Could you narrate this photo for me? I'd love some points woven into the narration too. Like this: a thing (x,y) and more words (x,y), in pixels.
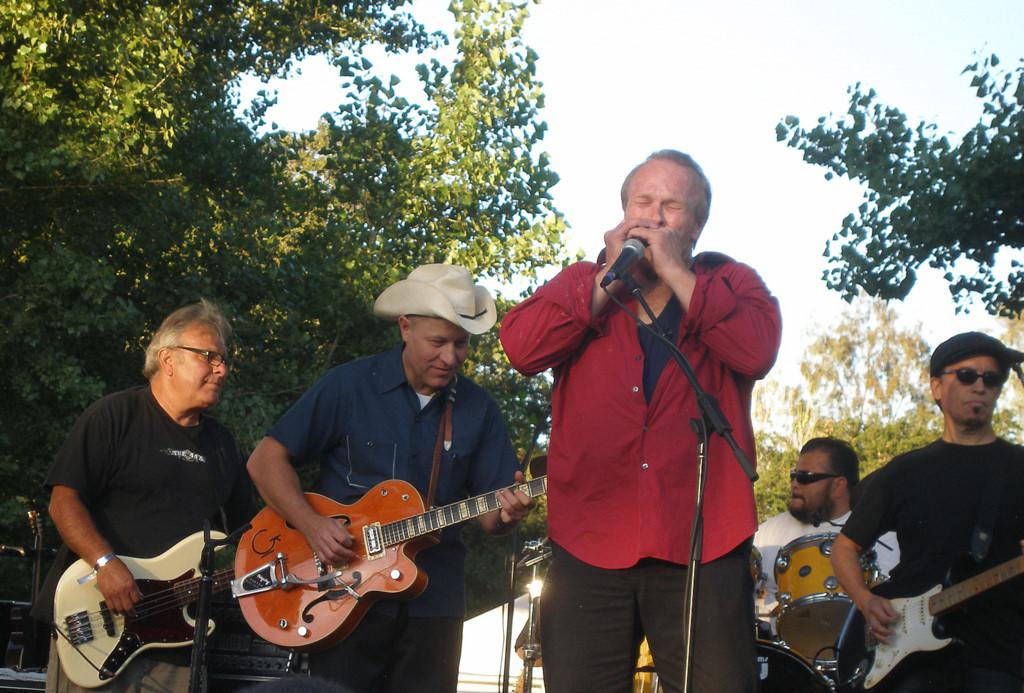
The image is outside of the city and it is sunny. In the image there are group of people (735,378) playing their musical instruments (784,561). In middle (682,246) there is man (704,255) holding a harmonica (655,248) and put it to his mouth (652,231) for playing, in background (524,119) there are some trees (1016,130) and sky (810,56) is on top (785,55).
